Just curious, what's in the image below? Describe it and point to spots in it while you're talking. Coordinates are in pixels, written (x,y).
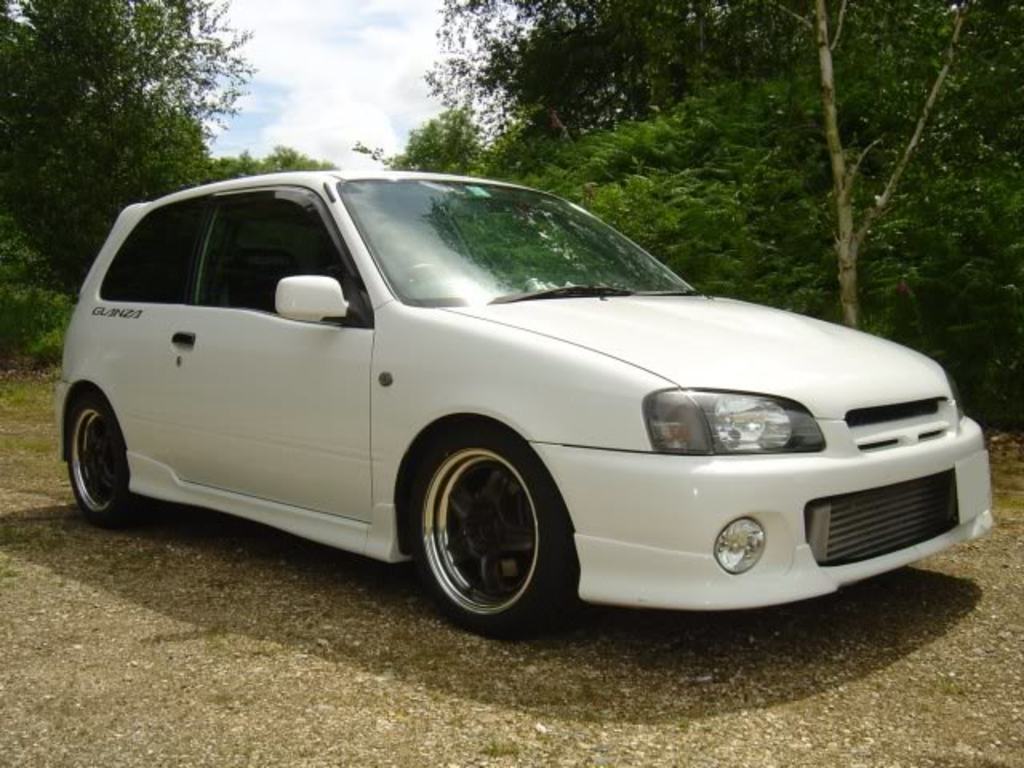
In this picture there is a car (452,505) on the road (646,701). At the back (979,241) there are trees (223,80). At the top (245,96) there is sky (245,94) and there are clouds (388,78).
